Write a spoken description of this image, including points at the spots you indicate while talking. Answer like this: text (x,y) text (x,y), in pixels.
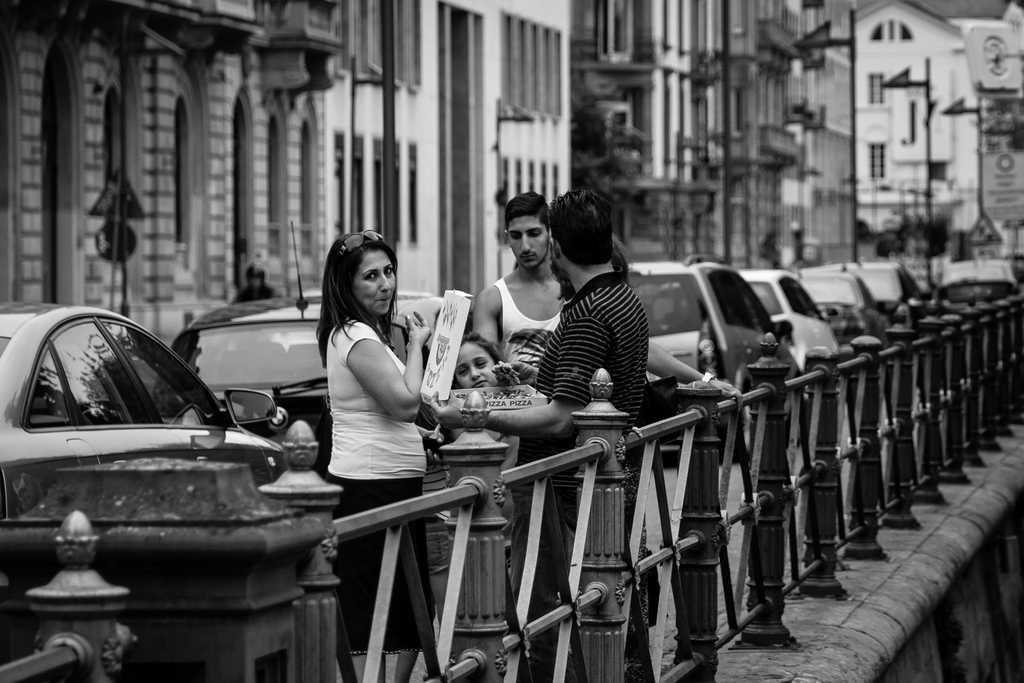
In this image, we can see few people (555,367) are standing near the railing (591,579). Here a person (518,421) is holding a box (502,408) and food (503,378). In the middle of the image (374,380), a woman (376,372) is watching. Here there are so many vehicles (994,285) are on the road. Background we can see buildings (681,233), walls (471,201), windows (414,205), poles (981,176) and banners (1014,171).
